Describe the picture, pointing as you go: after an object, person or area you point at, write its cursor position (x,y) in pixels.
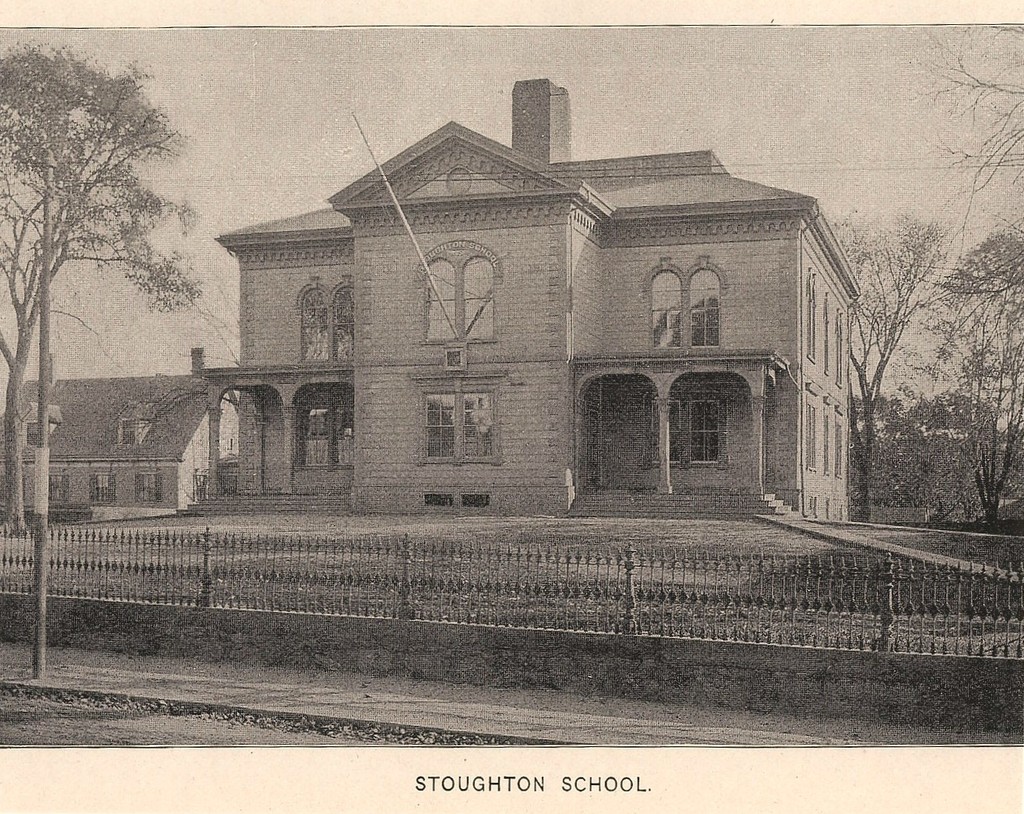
There is a fencing (170,548), pole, trees (39,134) and buildings (153,410).
